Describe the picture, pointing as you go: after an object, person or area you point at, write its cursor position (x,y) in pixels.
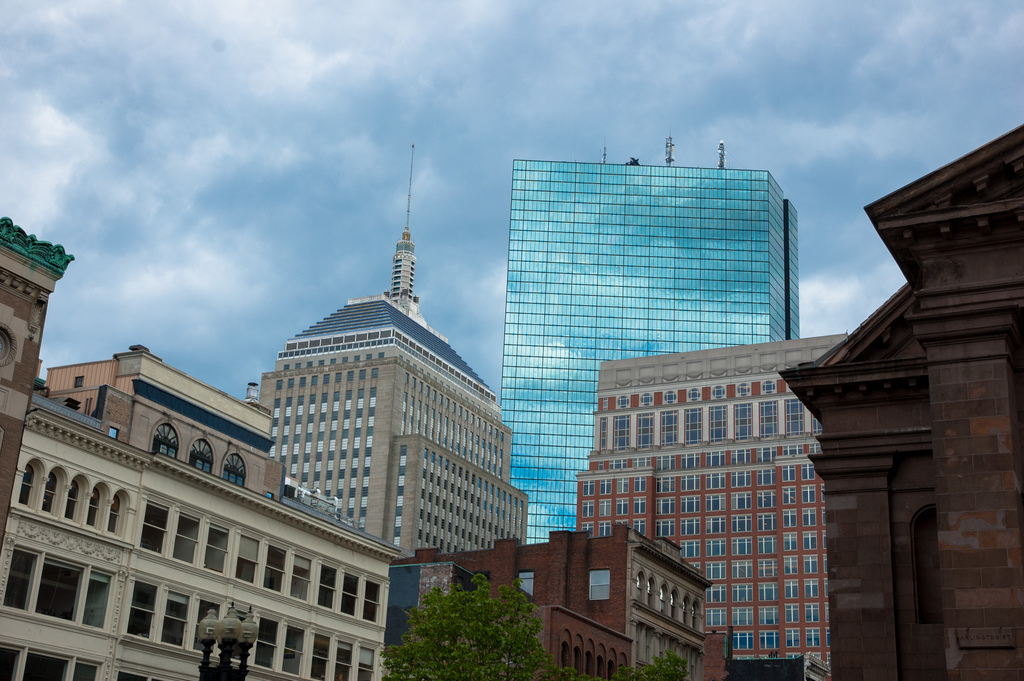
In this picture I can see there are some buildings (573,572) here and there are some trees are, the buildings (348,528) are of different colors and there are glass windows (641,218) attached to the building (510,461).
